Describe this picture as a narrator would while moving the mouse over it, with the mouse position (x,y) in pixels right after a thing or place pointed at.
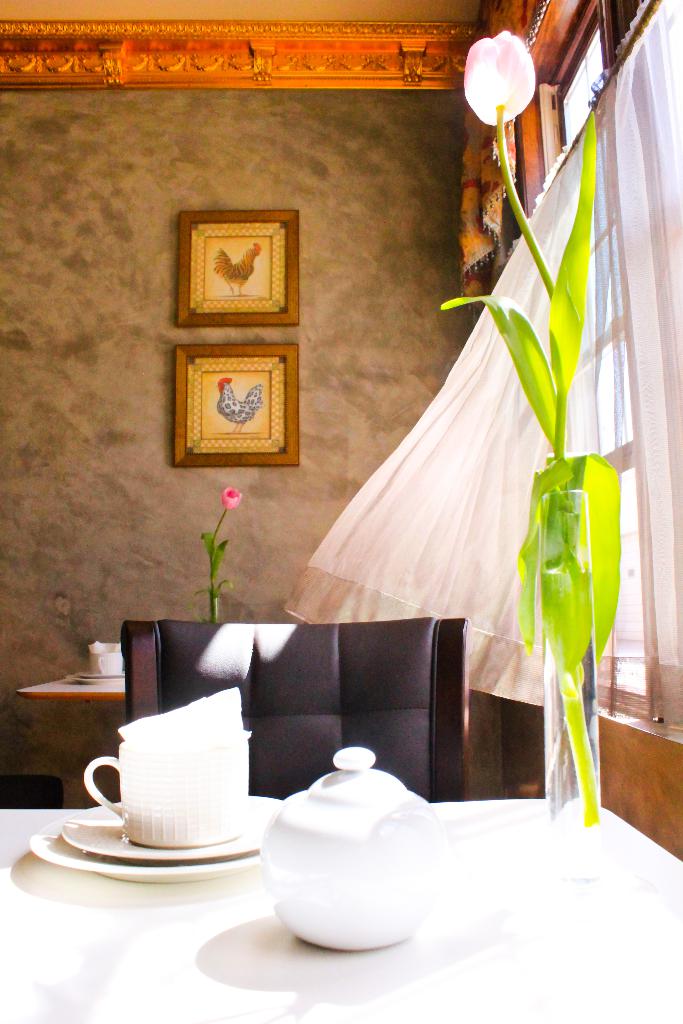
In this image I see a table (15,1020) on which there is a cup (199,808), plates (229,843), a kettle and a flower (476,65). I can also see a chair (332,737). In the background (650,352) I see 2 photo frames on the wall (118,237), a window (558,7) and the curtain (381,555).
